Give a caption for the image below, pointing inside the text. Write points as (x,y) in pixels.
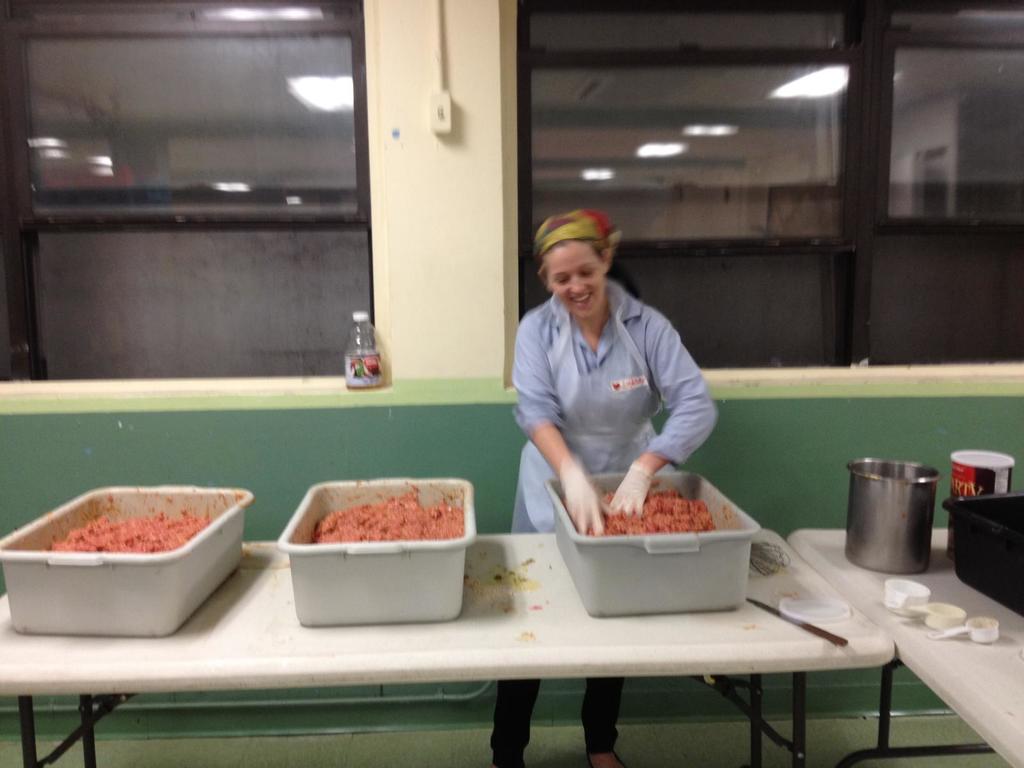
There is a woman (696,405) standing in the center (555,266) and she is smiling. She is mixing something in this tub (658,574) with her hands (643,492).
